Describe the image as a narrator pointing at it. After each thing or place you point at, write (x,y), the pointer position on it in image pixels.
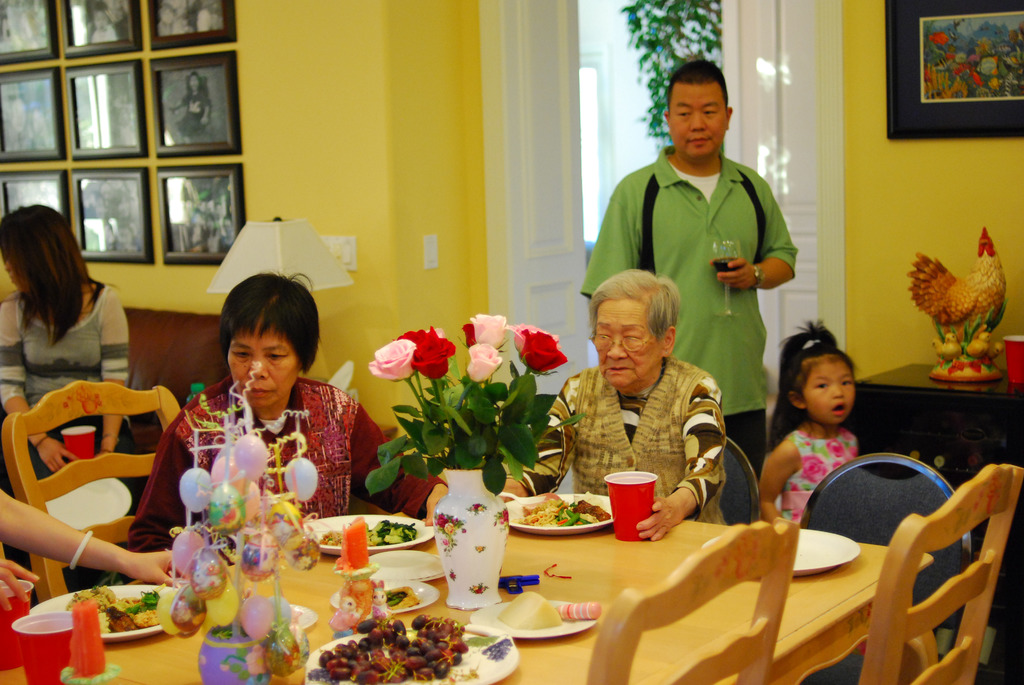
In this image, There is a table (796,585) which is in yellow color on that table (279,682) there are some food items (357,682) on the table (647,553), There are some people (580,408) sitting around the table (659,544) and in the background (370,151) there is a wall (362,141) in yellow color and there is a door (539,158) which is in white color.
